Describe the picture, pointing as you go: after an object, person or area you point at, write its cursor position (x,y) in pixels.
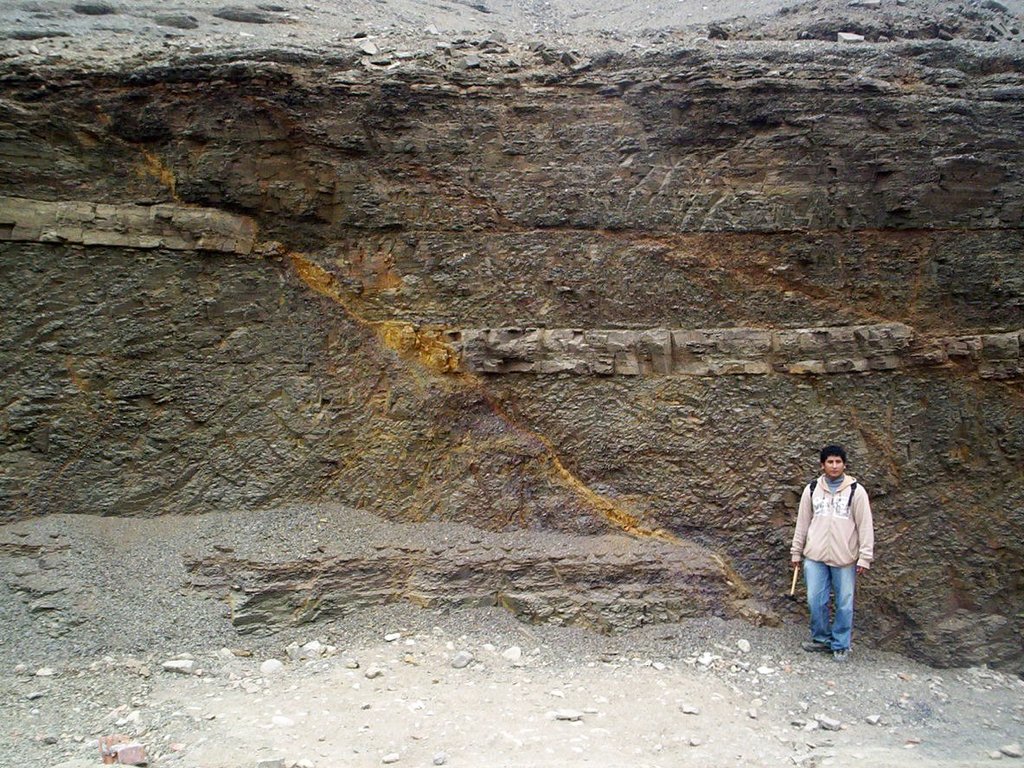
In this image there is a man (823,649) standing on the floor (798,679). In the background (642,330) there is a big wall (760,108). On the floor (333,696) there are stones (135,662) and sand (463,680).
